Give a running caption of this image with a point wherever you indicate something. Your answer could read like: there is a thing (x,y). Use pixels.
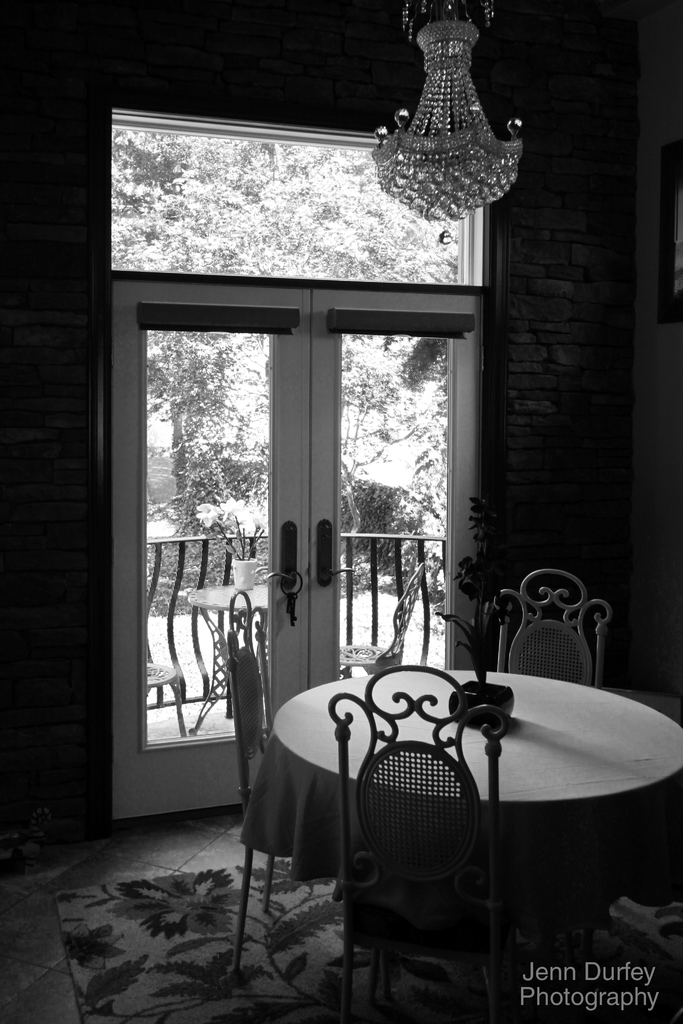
This picture is taken inside the room (573,909). In this image, in the middle (237,677), we can see a table (503,736) and a chair (502,649), on that table (589,787), we can see a cloth (628,781), flower pot (499,705), plant (474,563). In the background (211,458), we can see a glass door (451,497) which is closed, outside of the glass window (222,353), we can see some trees (384,451). At the top (415,198), we can see a chandelier (419,185), at the bottom (183,912), we can see a mat (530,961).
